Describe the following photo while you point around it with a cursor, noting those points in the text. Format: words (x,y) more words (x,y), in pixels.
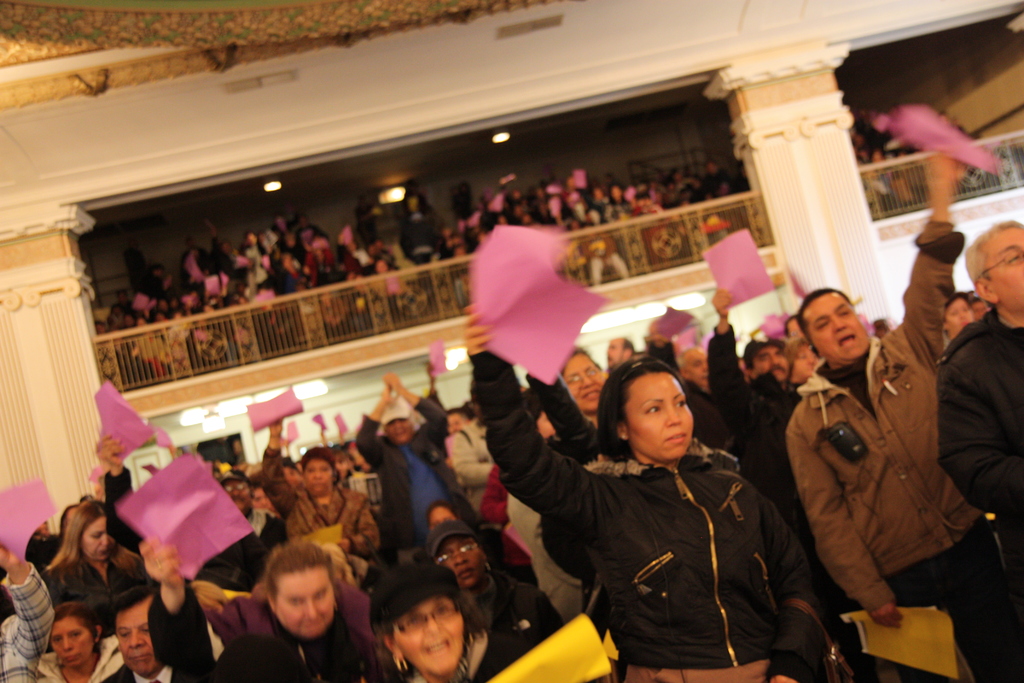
In this picture I can see a group of people (540,455) are holding the papers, in the background (362,297) there is a railing (373,285), there are lot of people (420,205), at the top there are lights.
